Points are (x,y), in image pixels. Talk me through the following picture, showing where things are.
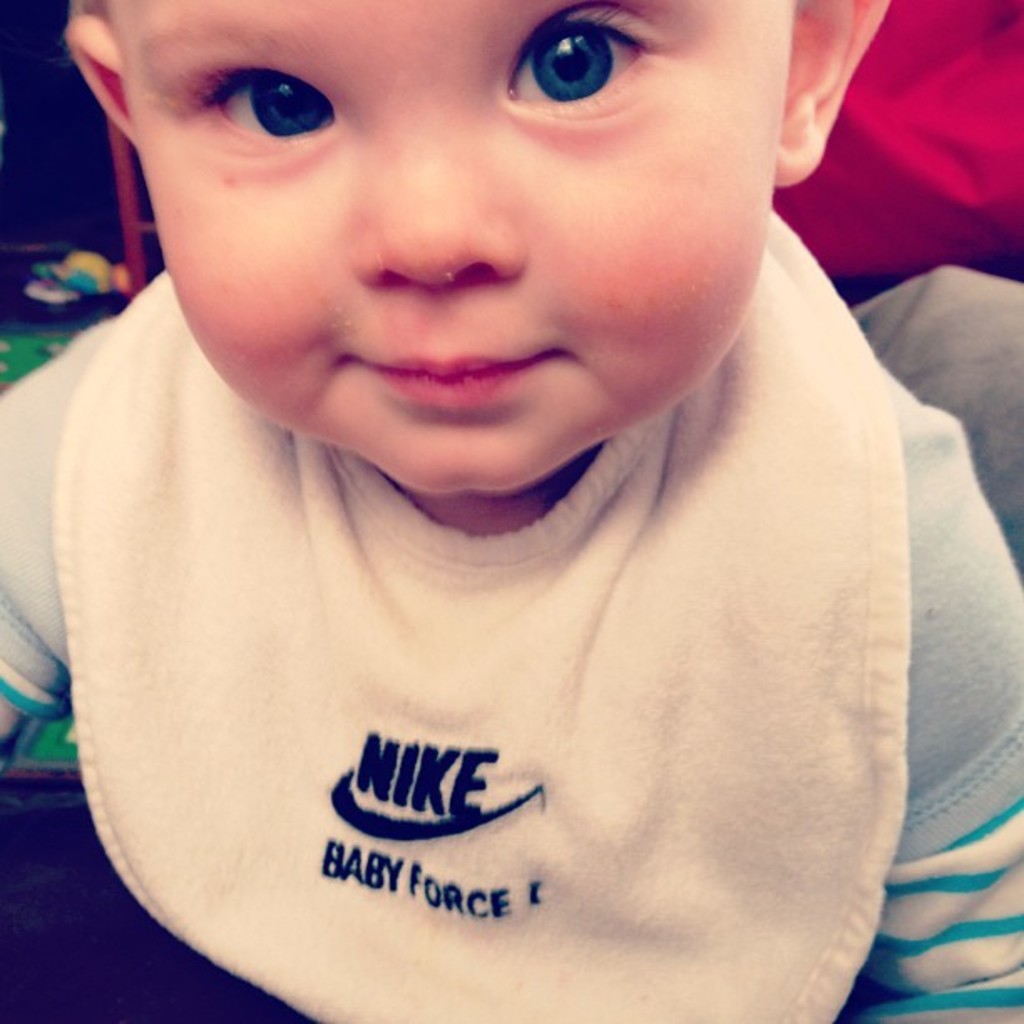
In this Image I can see the child (419,634) with white, ash and blue color dress (645,747). In the back (929,133) I can see the red and ash color cloth (879,222). To the left (30,284) there are some objects (40,292).
